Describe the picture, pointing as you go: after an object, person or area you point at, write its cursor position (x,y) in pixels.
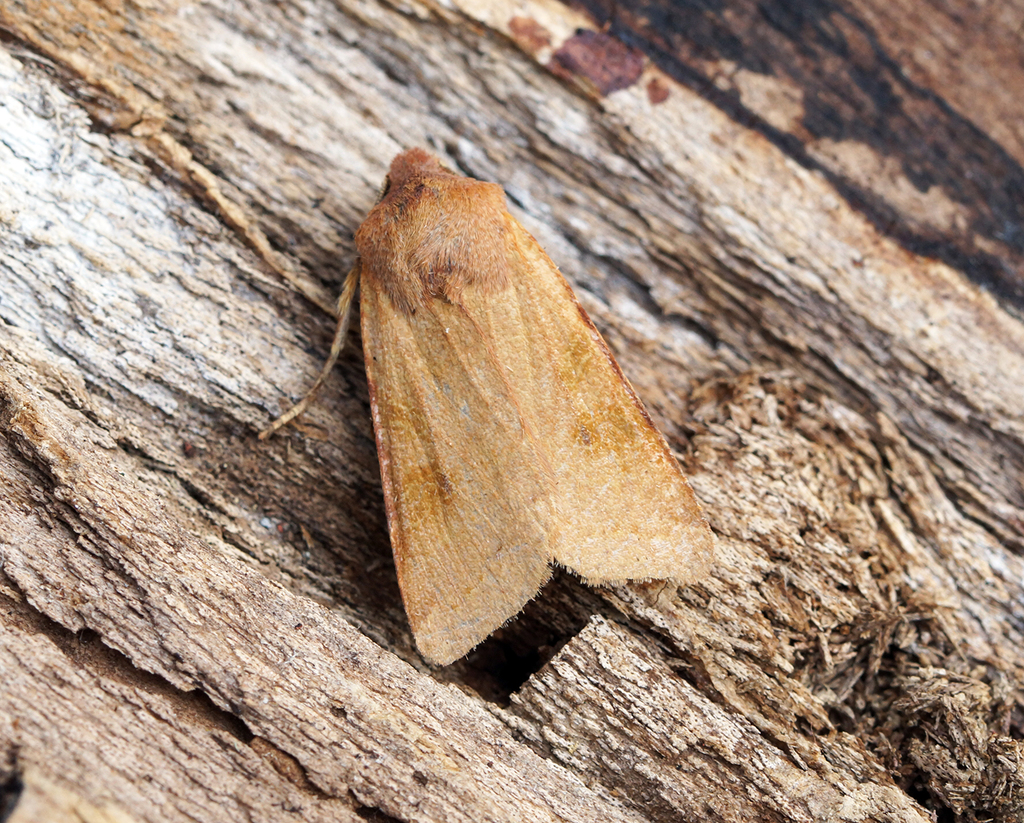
In this picture we can see an insect (420,156) on a tree trunk (727,312).
